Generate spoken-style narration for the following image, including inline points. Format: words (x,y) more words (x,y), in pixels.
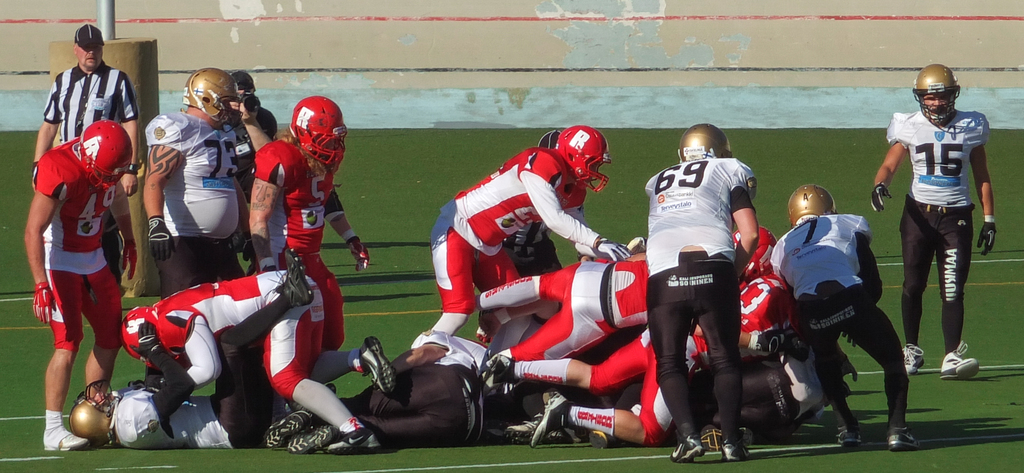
In this image I can see there are few persons (50,217) standing on the ground (409,454) and there are few persons (359,372) laying in the ground (445,454) and they are wearing a red color and white color t-shirts (63,245) and red color helmets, on the left side (112,263) I can see a person (95,95) wearing a black color cap (90,37) standing in front of them, in the middle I can see a camera man (246,86) taking the picture of persons (476,218).
